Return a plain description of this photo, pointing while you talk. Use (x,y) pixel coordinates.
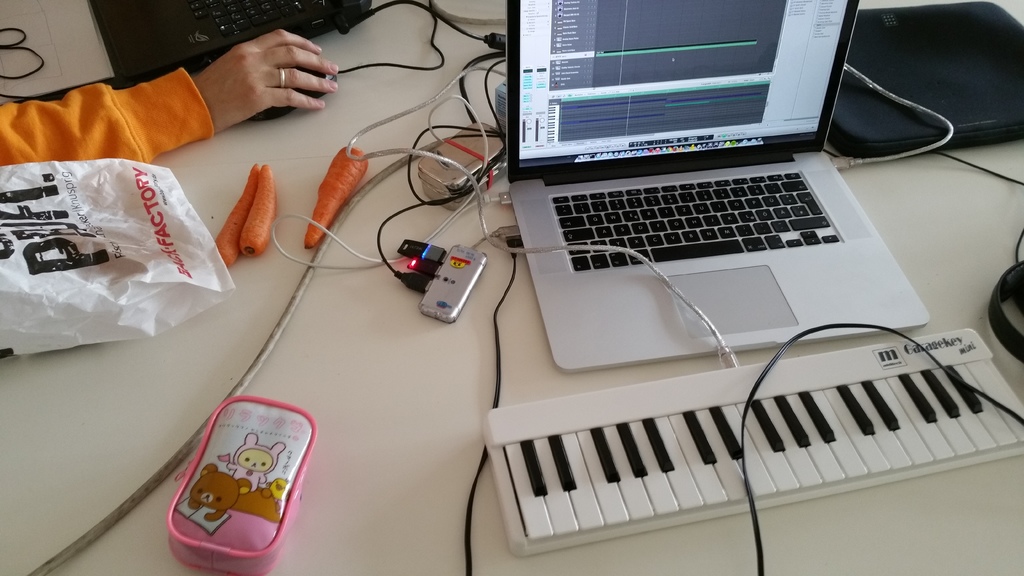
On a table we can see plastic cover (219,269), carrots (231,237), cables (425,280), connector (465,273) and a woman (167,107) holding mouse (329,78) in her hand (271,101), 2 laptops (575,44) and a piano board (765,471), etc.
